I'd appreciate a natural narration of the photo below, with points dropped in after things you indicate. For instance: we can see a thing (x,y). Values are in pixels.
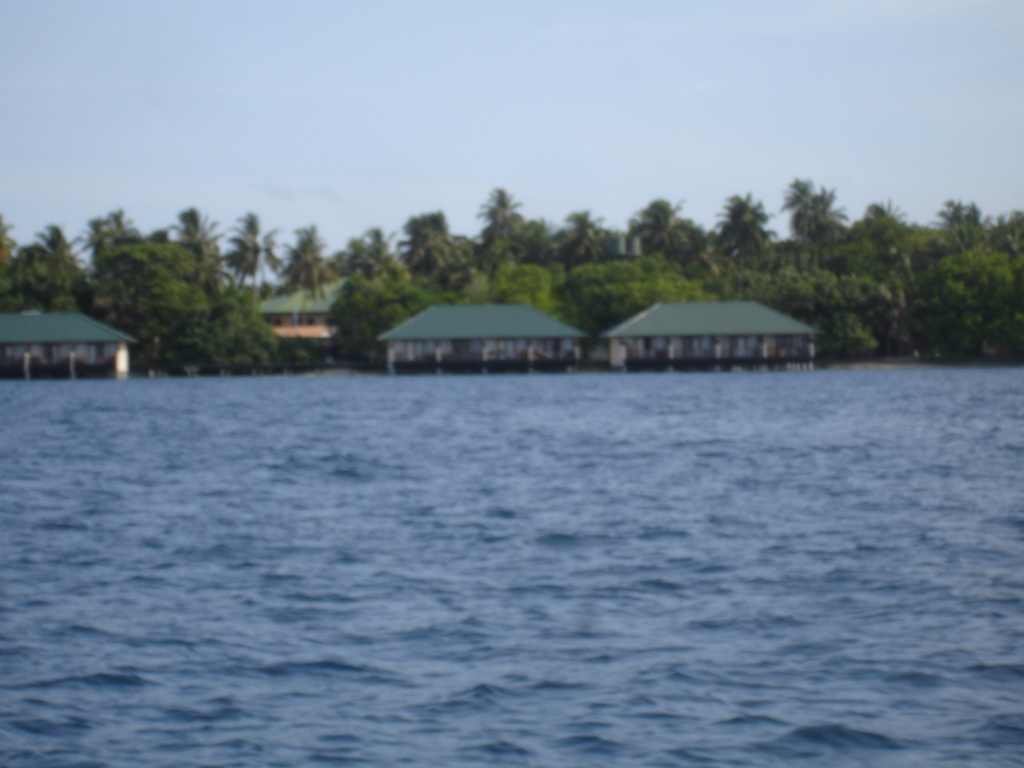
In the foreground of the picture (478,425) there is water (114,495). In the center of the picture (560,330) there are trees (353,315), palm trees (251,270) and houses (723,302). Sky (436,107) is clear.
